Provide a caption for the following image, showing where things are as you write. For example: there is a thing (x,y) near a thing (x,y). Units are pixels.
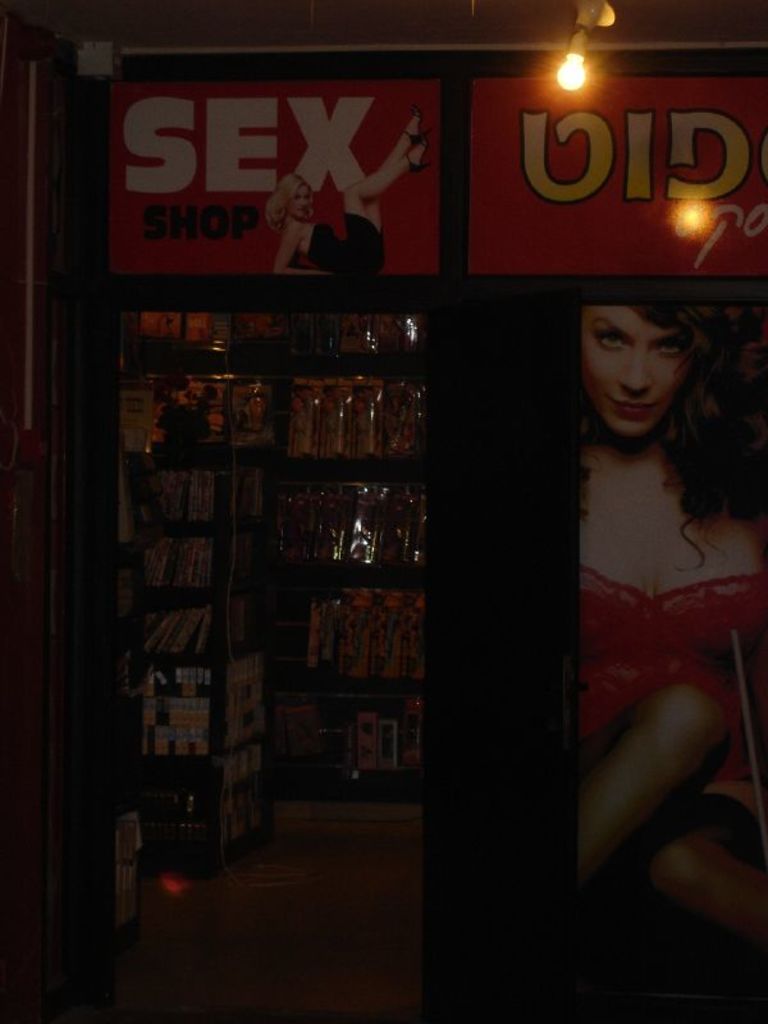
In this image, we can see a store (338,709). Here there are few banners (547,243) and light (568,73). On the left side of the image (194,437), we can see the inside view of a store (228,424). Here there are few objects (312,611) and floor (300,874).
